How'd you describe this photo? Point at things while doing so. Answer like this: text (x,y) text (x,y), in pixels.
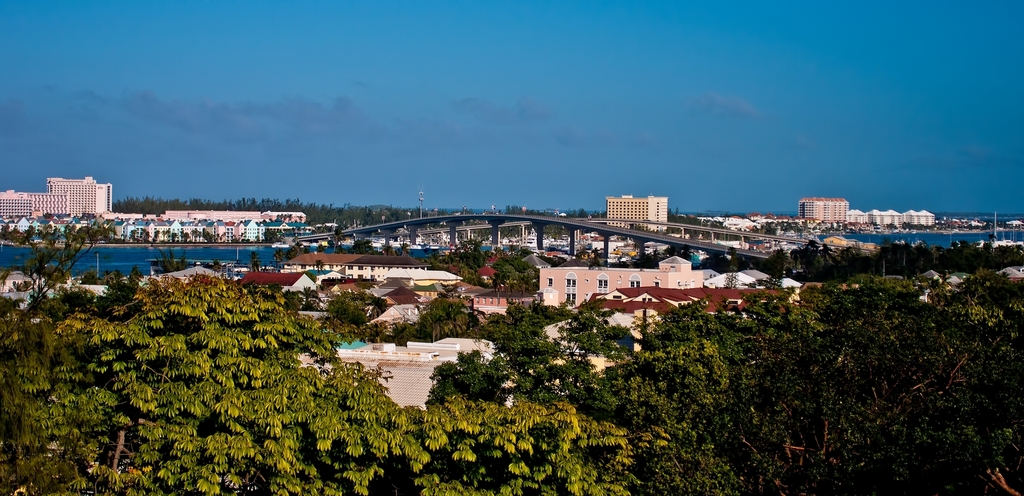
This is a aerial view. In this image we can see trees (17,377), buildings (242,222), houses (715,289), bridge (652,232), water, poles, road (567,219), plants (463,244), sky (292,59) and clouds (235,124).
